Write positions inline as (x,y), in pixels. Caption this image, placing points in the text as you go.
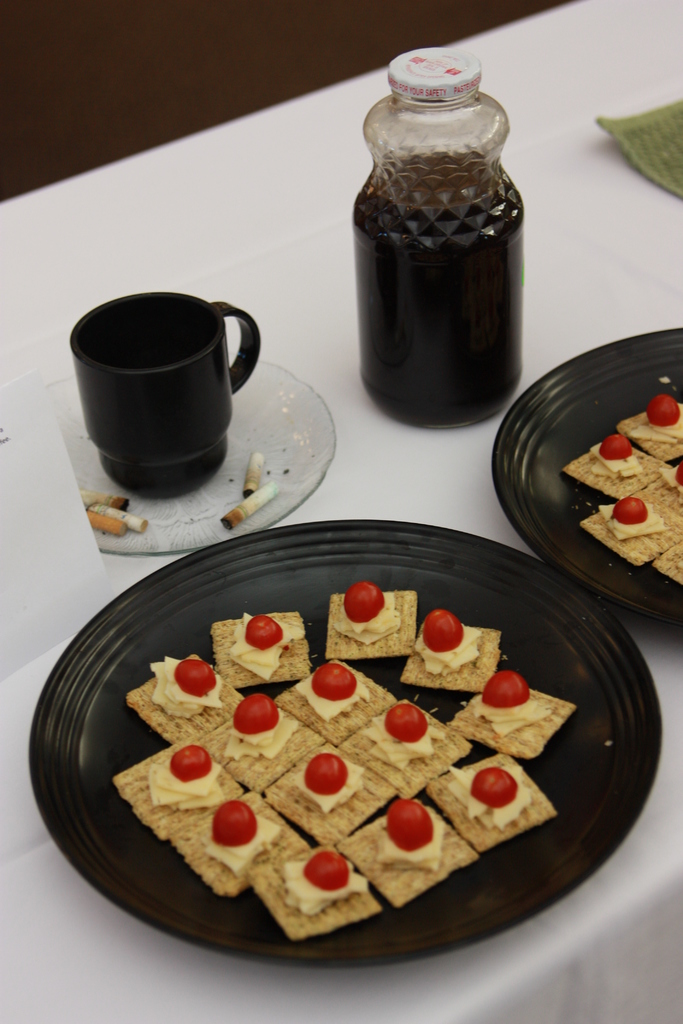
In this image we can see two black plates (223,555), in the plates (358,727) some snacks (419,650) are there and one bottle (456,256) in which some black color thing (443,363) is present. And we can see a cup (237,382) and saucer (204,496), in saucer (204,496) cigarette pieces (111,511) are present. All these things (483,270) are kept on a white color surface (206,193).
